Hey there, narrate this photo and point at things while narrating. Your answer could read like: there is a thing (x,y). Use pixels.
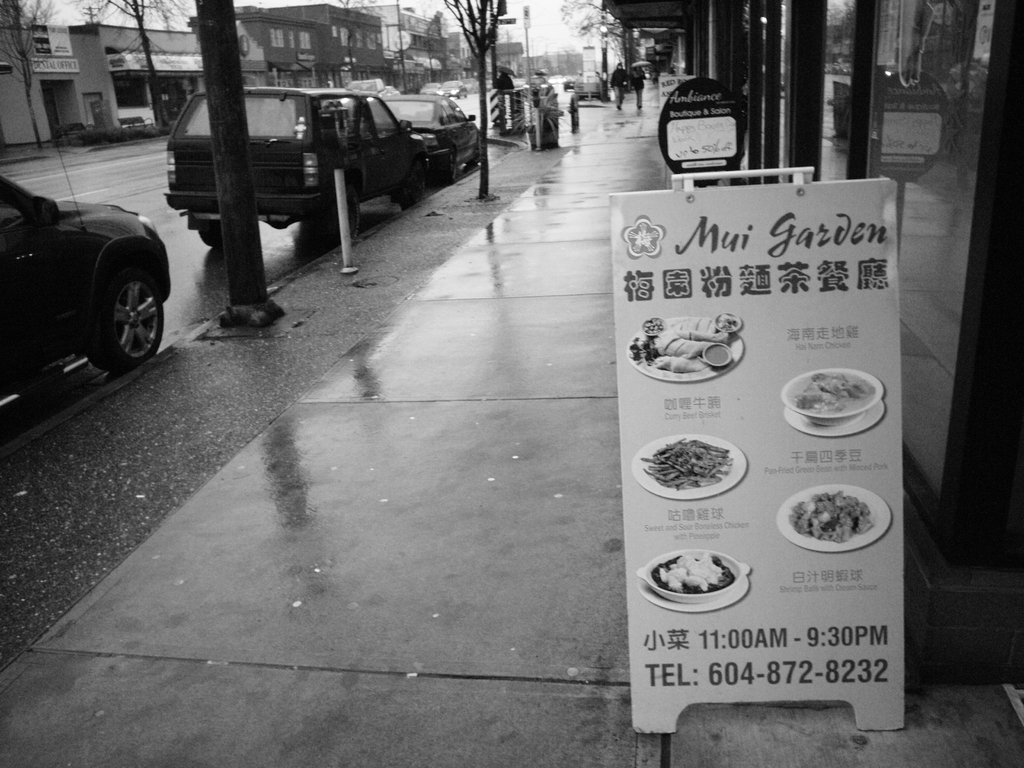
In this image we can see black and white picture in which we can see some vehicles (439,146) parked on the road (181,326) and some people (637,95) standing and holding umbrellas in their hands (626,85). On the right side of the image (842,349) we can see a board (808,411) with some pictures (847,408) and some text (788,640) placed on the ground (810,764). On the left (21,86) and right side of the image (991,237) we can see buildings (1009,259) with windows (904,115) and doors (766,96), we can also see some trees (481,118) and poles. At the top of the image (576,20) we can see the sky (558,18).
